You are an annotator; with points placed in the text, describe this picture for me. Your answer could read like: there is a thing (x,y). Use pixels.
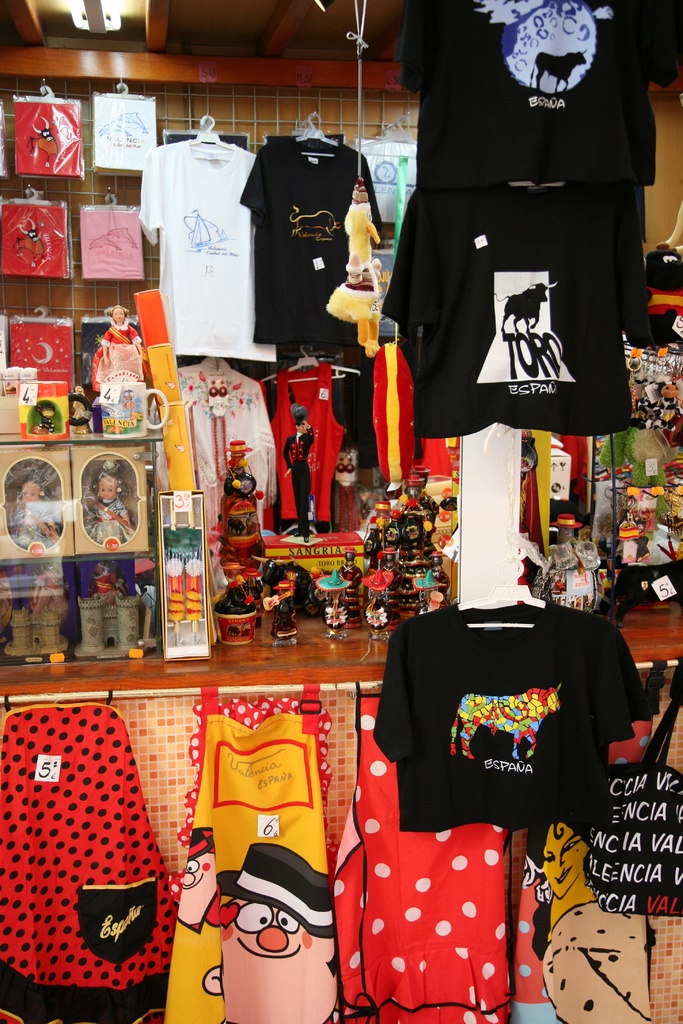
In this image there are some objects (358,603) kept on a table (275,660) as we can see in middle of this image (263,664). There is a wall (237,122) in the background (247,129). There are some t shirts (259,253) and some other objects (188,133) are attached on it. there are some clothes (344,844) in the bottom of this image (406,836).
